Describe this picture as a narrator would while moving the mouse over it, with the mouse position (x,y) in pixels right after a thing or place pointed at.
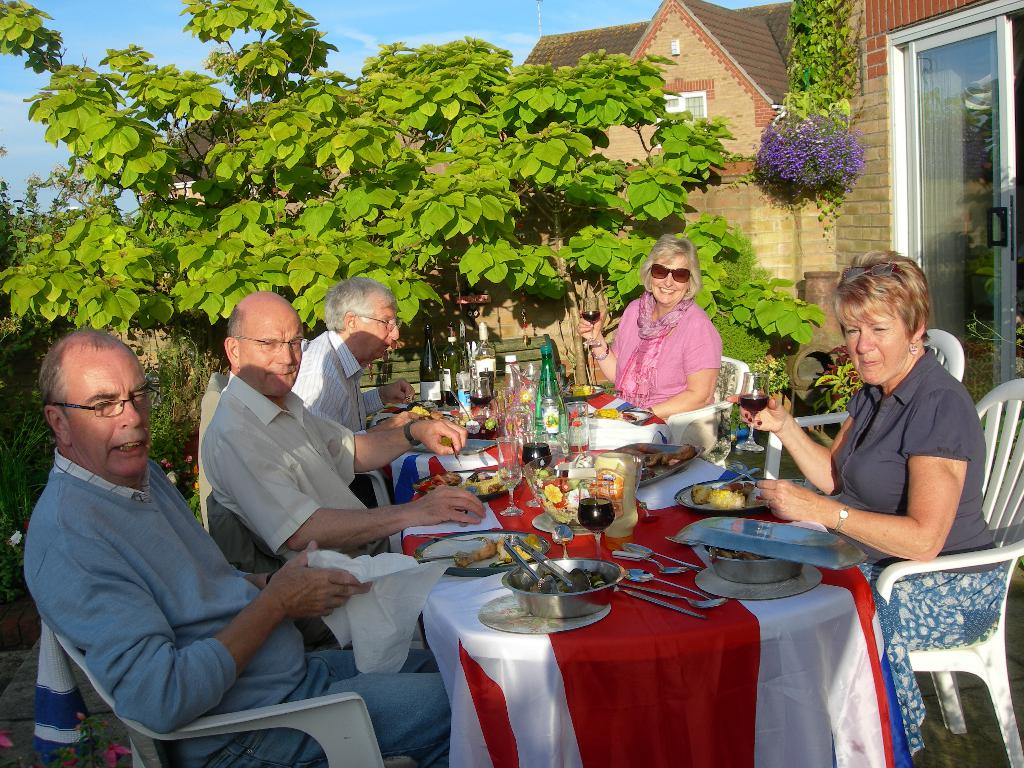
There are group of people (705,329) sitting around the table (598,649) and eating food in it. behind them there are trees (535,188) and building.
